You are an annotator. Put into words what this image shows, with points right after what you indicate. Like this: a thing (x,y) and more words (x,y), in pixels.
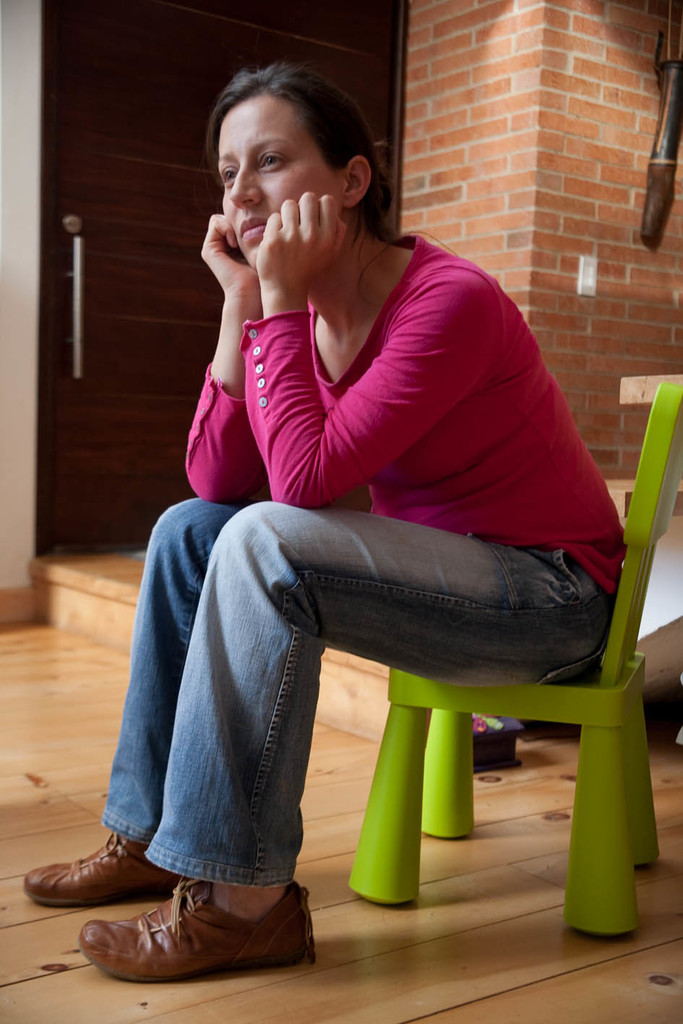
One woman (470,481) wearing pink t-shirt (490,446), jeans (314,648) and shoes (234,925) is sitting on the green chair (593,794) in a closed room (387,668) where behind him there is a big brick wall (470,238) and a door (108,226) is present.
